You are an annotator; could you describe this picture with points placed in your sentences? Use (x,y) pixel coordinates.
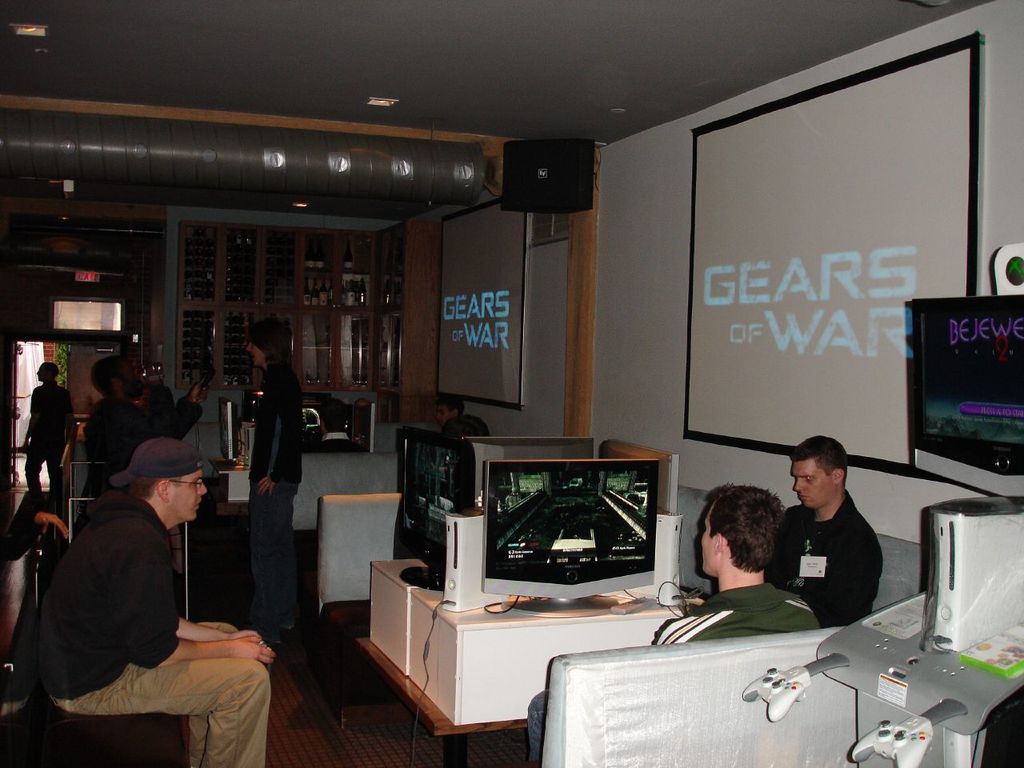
This picture is clicked inside. In the foreground (203,638) we can see the group of persons (837,569) sitting on the chairs (559,707) and we can see the monitors (597,552) and many electronic devices (431,465). On the right corner (854,388) we can see the projector screens (955,159) hanging on the wall (678,196). In the background (330,233) we can see the group of persons (263,405), cabinets (219,291) containing some items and some other objects (343,453). At the top (446,27) there is a roof (230,90) and we can see the ceiling lights (31,31), wall mounted speaker (525,169) and some other objects (392,185).
